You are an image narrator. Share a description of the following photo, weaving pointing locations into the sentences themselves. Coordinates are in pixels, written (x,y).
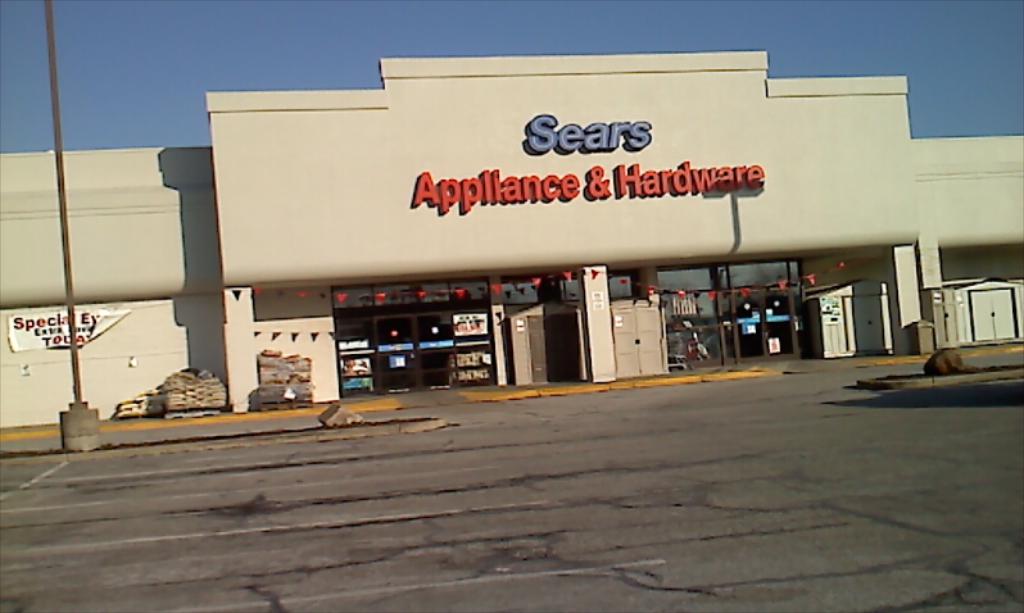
In this image I can see a building (466,252). On the building (351,284) I can see some names (517,191) on it. Here I can see a pole (69,261). In the background (189,72) I can see the sky (355,21).
